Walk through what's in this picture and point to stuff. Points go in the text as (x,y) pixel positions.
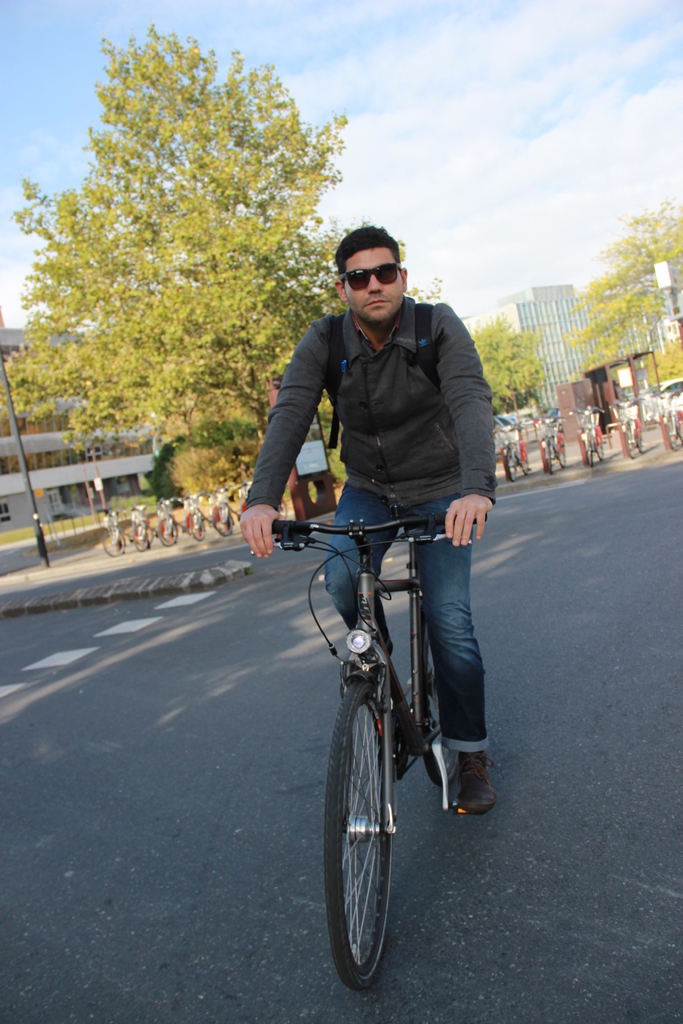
In this image I can see a person (424,567) riding the bicycle (387,652). He is wearing the jacket (354,337) and goggles (357,281). To the back of him there are many bicycles (637,445). In the back (235,204) there are trees (221,175), building (590,355) and the sky (418,152).
